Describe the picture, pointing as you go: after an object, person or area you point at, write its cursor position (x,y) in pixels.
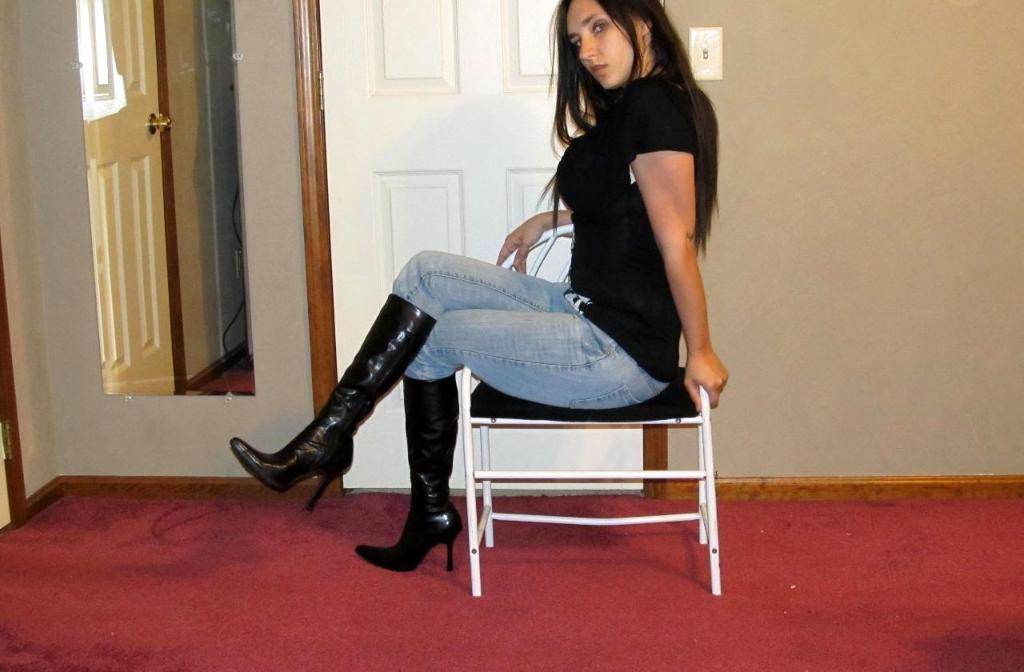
There is a woman (327,457) sitting on a chair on a red carpet (607,622) beside her there is a door (461,35) and mirror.
